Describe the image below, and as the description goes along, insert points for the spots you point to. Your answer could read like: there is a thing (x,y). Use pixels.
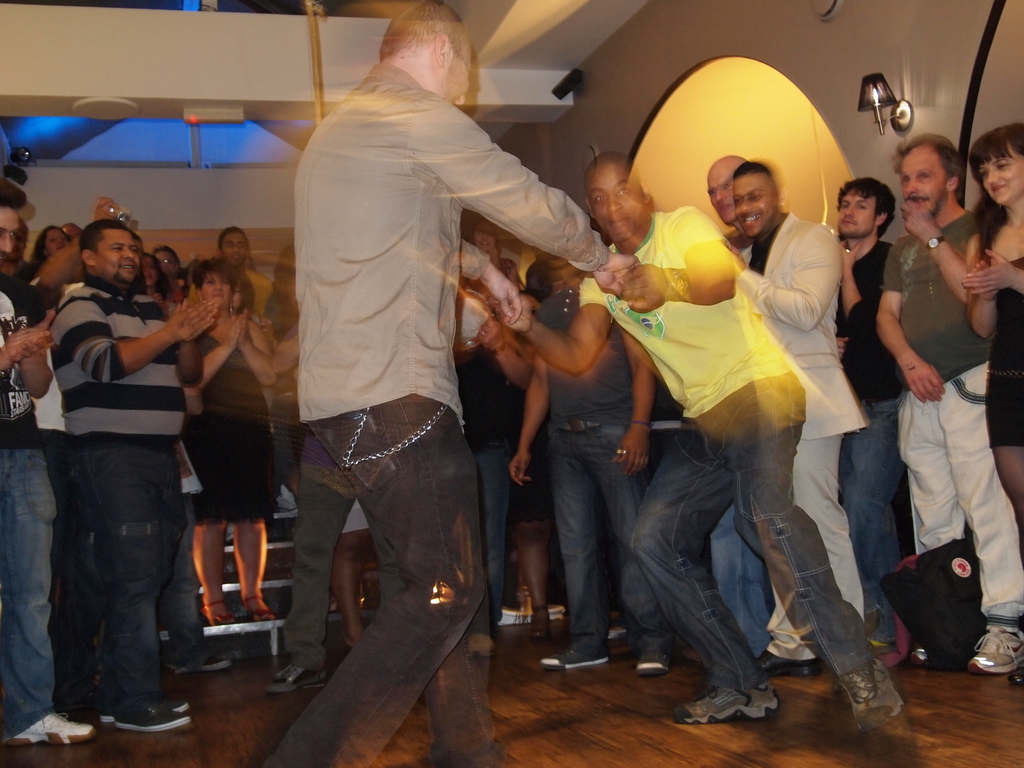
In this picture we can see there are two men (675,488) dancing on the floor (417,749). Behind the two men (443,405), there is a group of people (798,288) standing. At the top right corner of the image (809,86), there is a light (864,106) attached to a wall (866,121).
